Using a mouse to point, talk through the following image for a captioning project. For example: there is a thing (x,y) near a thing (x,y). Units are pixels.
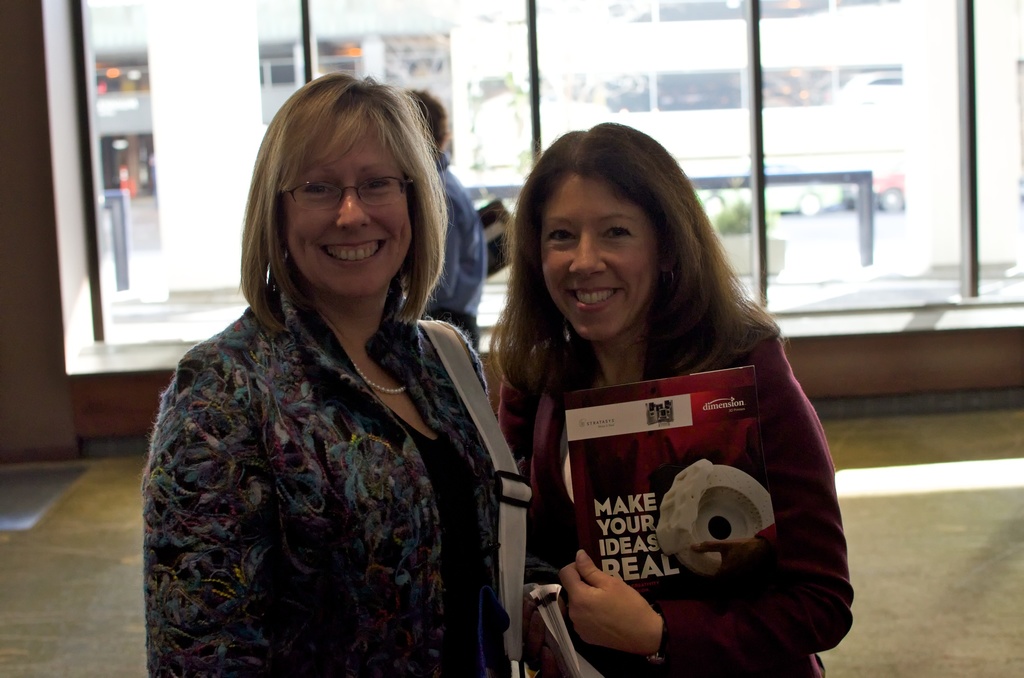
In the foreground of the picture (420,279) there are two women (386,551), they are smiling. In the center of the picture (498,265) there are windows (142,48) and a person (459,208), outside the windows (394,20) we can see buildings (865,30), plant (732,226), vehicles (783,188) and road (832,213).
